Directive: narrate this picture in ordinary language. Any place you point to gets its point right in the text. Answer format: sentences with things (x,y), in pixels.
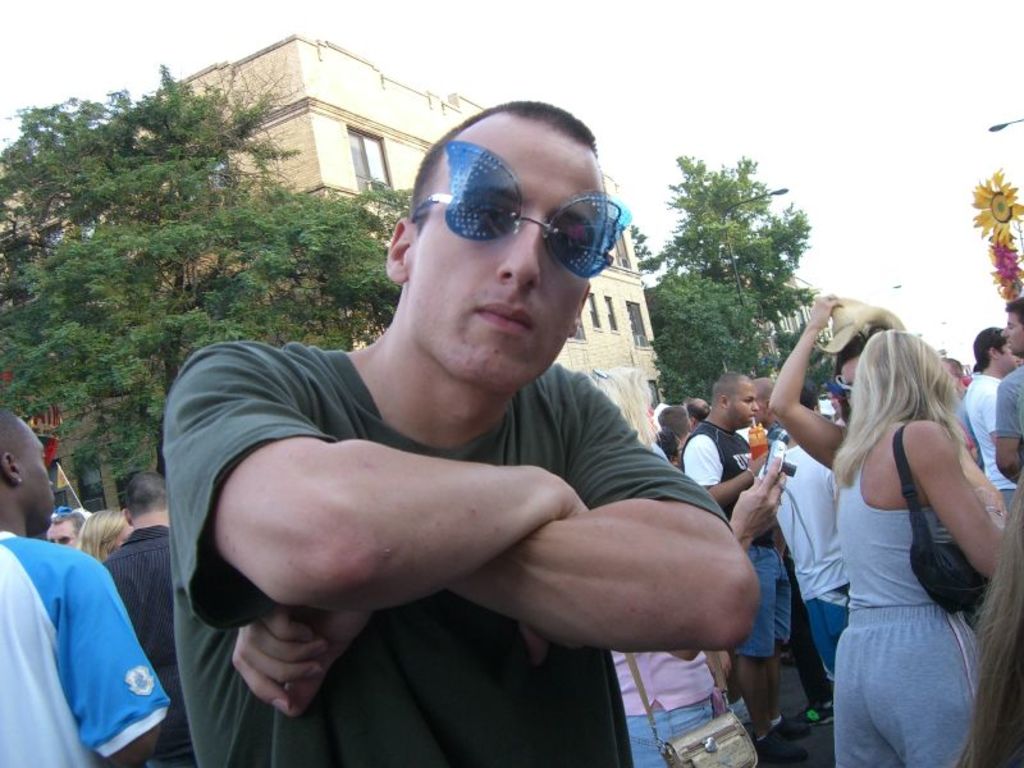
In front of the image there is a person (444,418), behind the person (605,436) there are a few people (898,414), behind them there are lamp posts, trees (225,241) and buildings (620,330). On the right side of the image (979,210) there is some object (996,200).
